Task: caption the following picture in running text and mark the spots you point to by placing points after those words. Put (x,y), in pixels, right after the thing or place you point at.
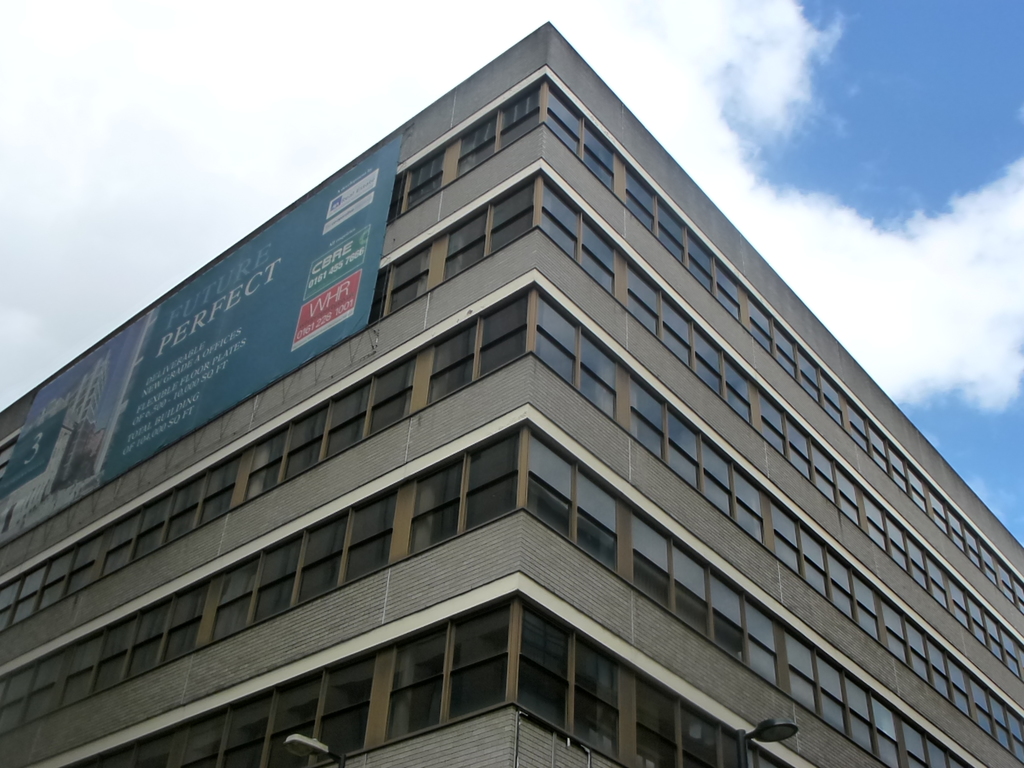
I can see in this image it is a very big building (681,491) with glass windows (766,618). On the left side (317,207) there is a banner (274,347), at the top (328,84) it is the cloudy sky (719,44).
